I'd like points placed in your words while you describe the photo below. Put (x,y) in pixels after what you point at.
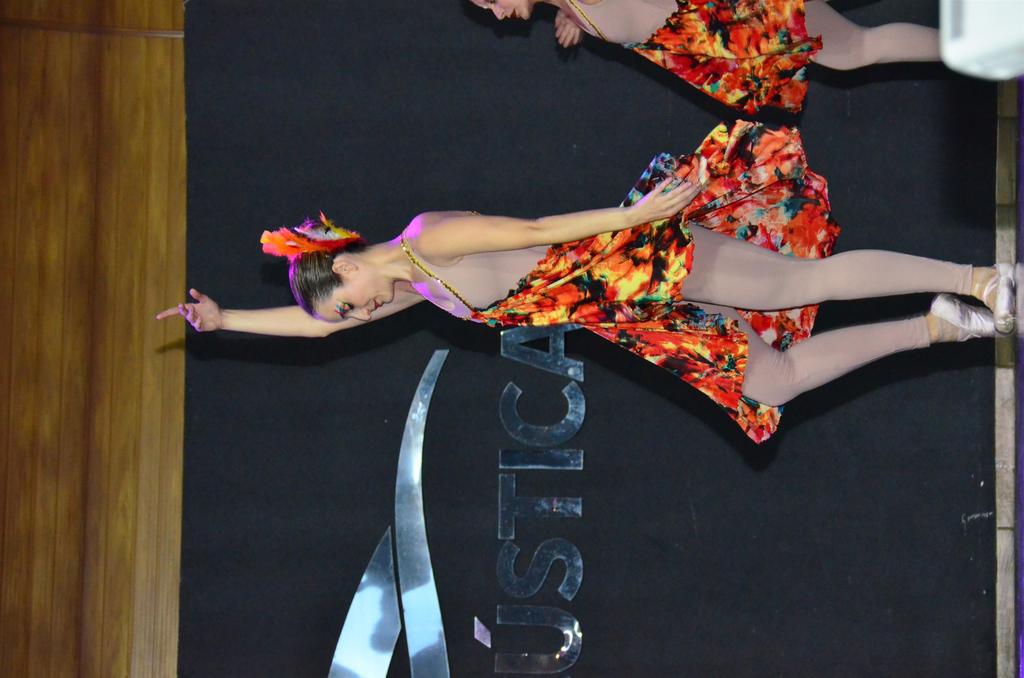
In the center of this picture (528,308) we can see the women (528,255) wearing floral dresses (667,286) and seems to be dancing. In the background (355,573) we can see the text (510,564) on the black color object (277,422) and we can see the wall (71,215) and some other object (1008,35).
